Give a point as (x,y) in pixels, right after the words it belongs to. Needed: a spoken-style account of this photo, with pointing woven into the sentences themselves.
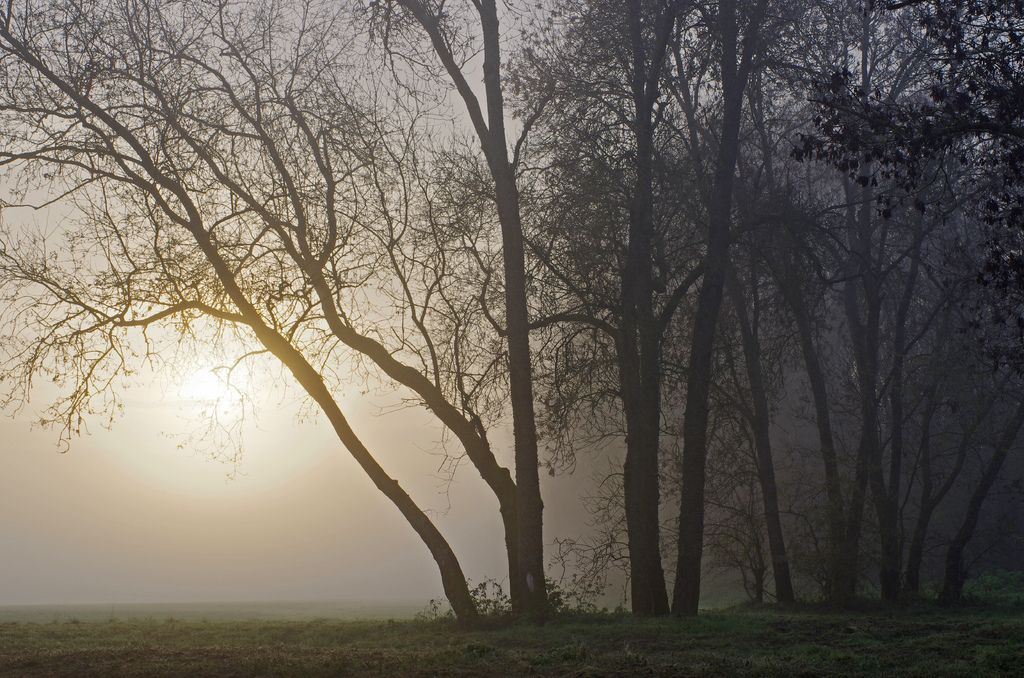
In this image I can see the ground (557,651), some grass (583,648) on the ground (639,627), few trees (696,379) which are black in color and in the background (479,40) I can see the sky (459,139) and the sun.
